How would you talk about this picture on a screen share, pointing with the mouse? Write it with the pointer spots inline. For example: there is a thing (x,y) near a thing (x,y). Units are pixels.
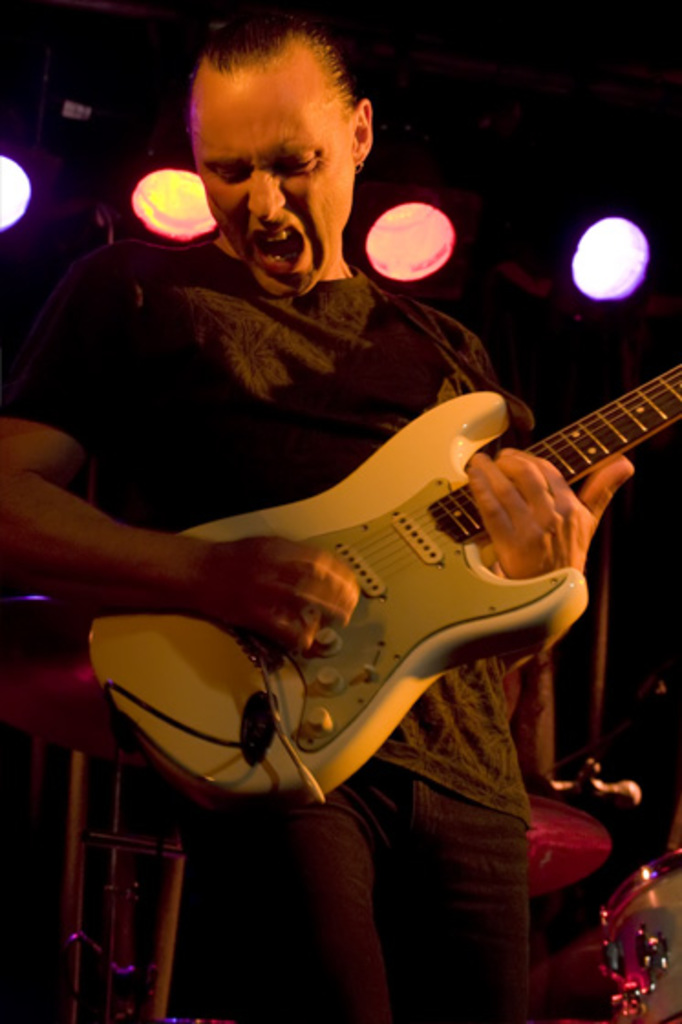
Here we can see a man (269,456) who is holding guitar (331,676) and singing. He wears t-shirt (309,313) which is black in color. It seems like a singing contest.
